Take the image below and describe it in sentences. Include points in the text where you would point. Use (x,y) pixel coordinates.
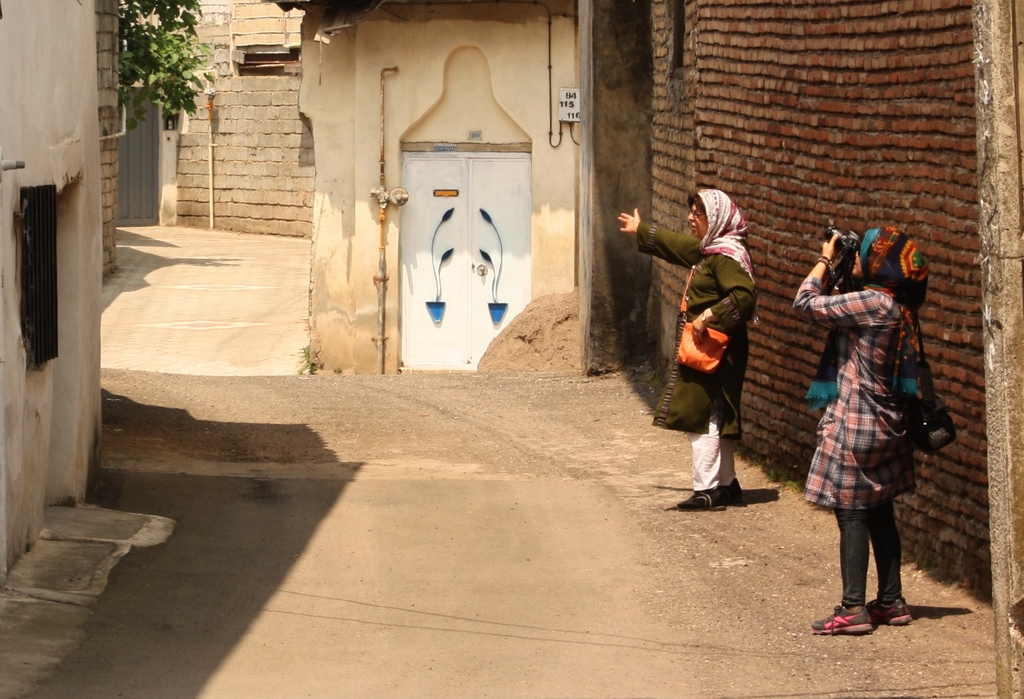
In the picture I can see a woman (905,286) on the right side (826,620) and she is capturing an image with a camera (852,245). There is a scarf (916,273) on her head (918,276) and she is carrying a bag (920,410). I can see another woman (651,224) and she is also carrying a bag (685,314). She is indicating something with her hand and looks like she is speaking. I can see the brick wall (850,41) on the right side (863,134). I can see the metal pipeline (404,194) on the wall (348,185) of a building (369,124). It is looking like a metal door (443,253) and I can see the flower pot designs (501,313) on the door (505,238). There is a tree (161,20) on the top left side (181,83).
